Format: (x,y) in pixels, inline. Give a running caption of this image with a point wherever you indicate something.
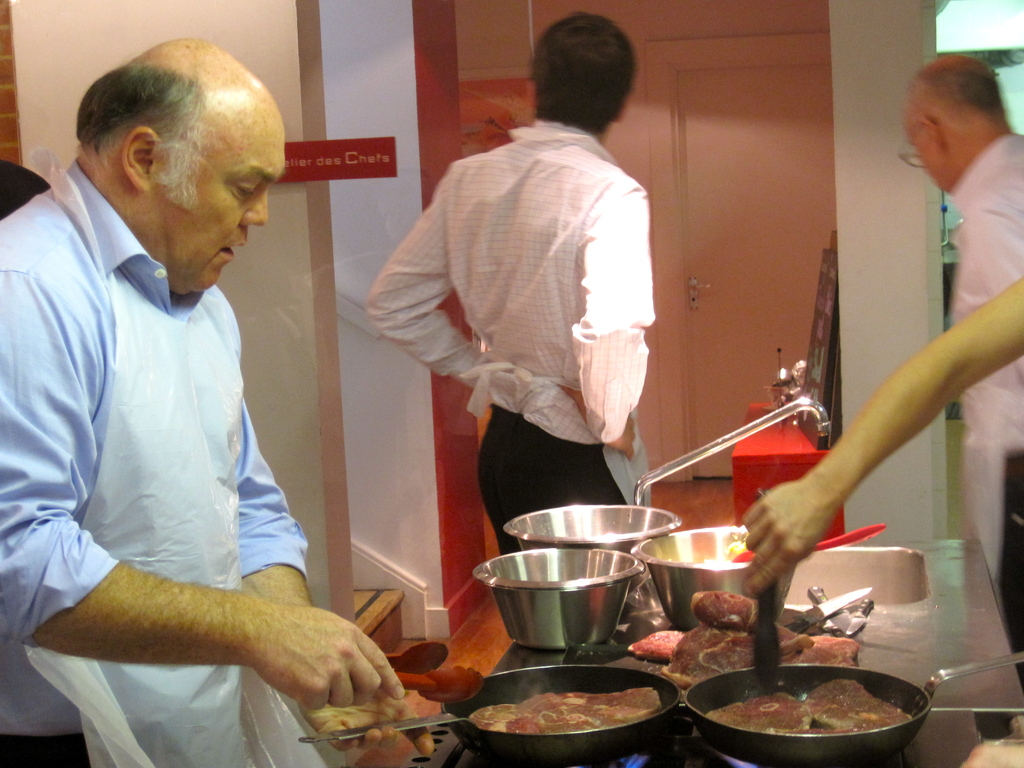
Here we can see three persons (349,697) and they are preparing food (568,701). Here we can see bowls (541,520), pans (722,692), stove (712,767), knife (867,611), wash basin (873,595), tap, and food (516,721). This is floor (466,651). In the background (389,159) we can see a board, wall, table (787,447), and door (802,316).
